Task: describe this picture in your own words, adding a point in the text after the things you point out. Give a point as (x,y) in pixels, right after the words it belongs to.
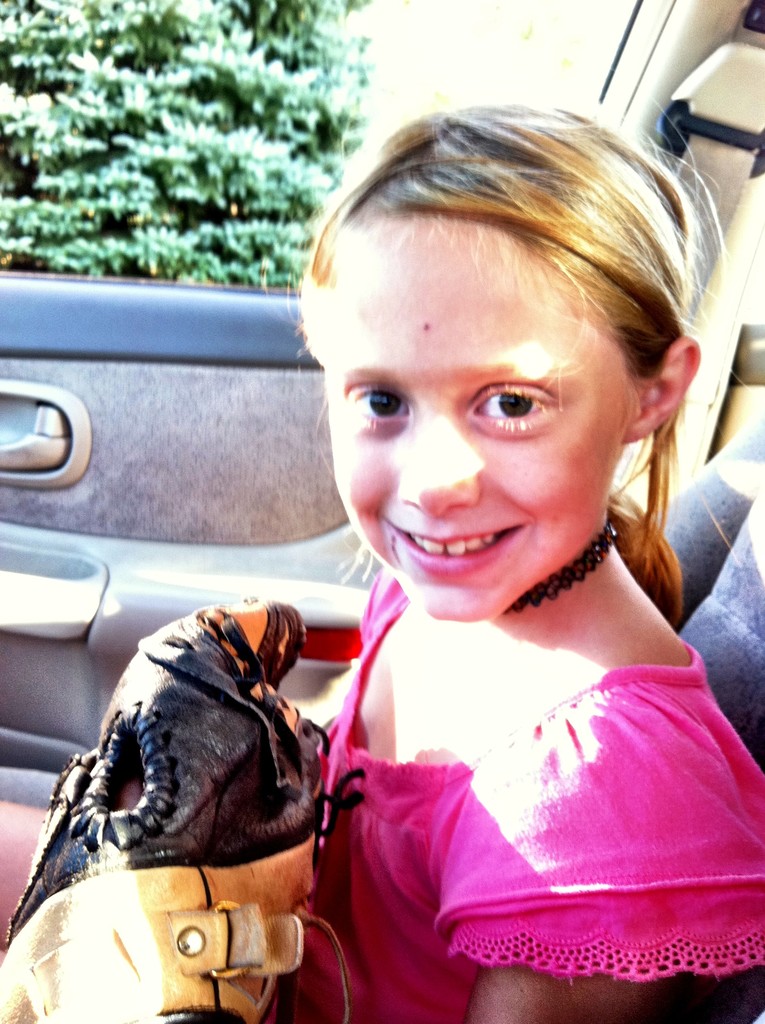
This image clicked in a car (274,382) where it consists of a girl (523,538), who is in pink color dress (527,854). She is carrying a baseball glove (159,874) with her. There are trees (156,171) on the top left corner (118,147). she is smiling. You can also see a seat belt (691,138) on the top right corner (763,108).
